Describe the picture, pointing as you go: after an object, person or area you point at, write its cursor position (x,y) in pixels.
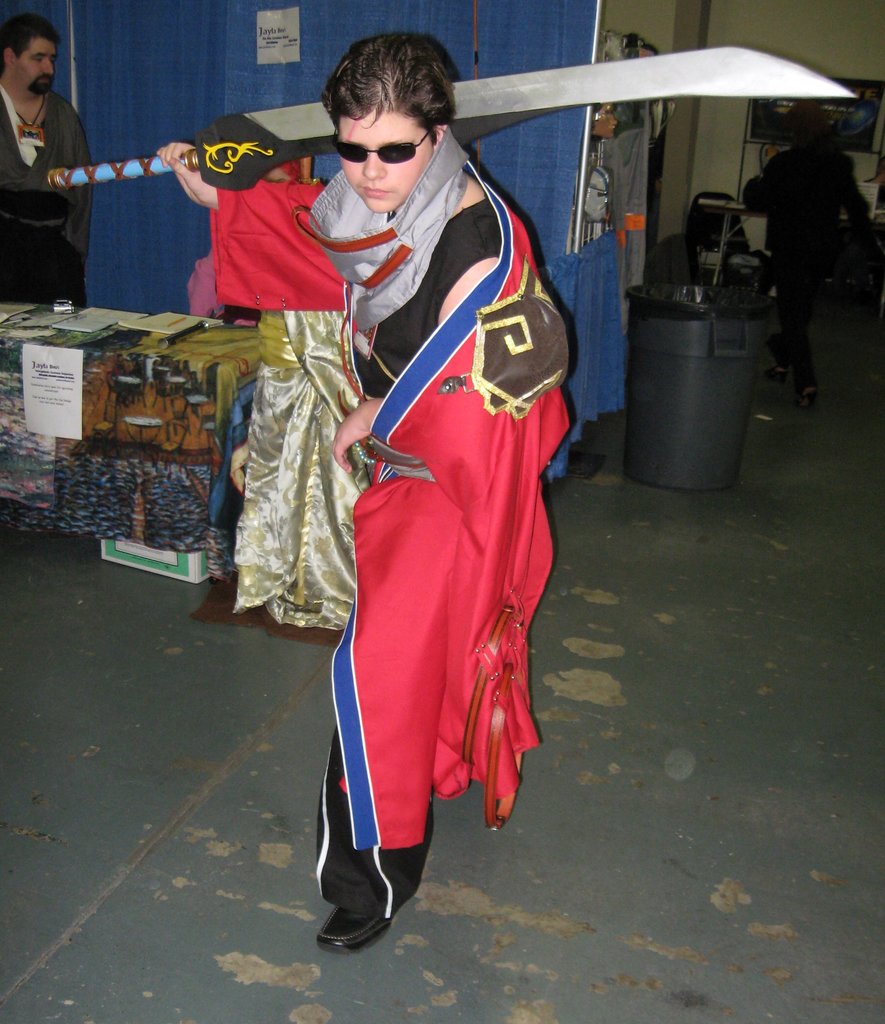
This is the man (431,646) standing and holding a sword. I think this is a table (126,400), which is covered with a cloth (202,423). I can see the papers (133,317) and few other things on it. On the left side of the image (49,197), I can see another person (46,215) standing. I think this is a dustbin (690,414). These look like the clothes (535,45), which are blue in color. On the right side of the image (781,277), I can see a person (820,215) walking. This is the floor (573,771).
